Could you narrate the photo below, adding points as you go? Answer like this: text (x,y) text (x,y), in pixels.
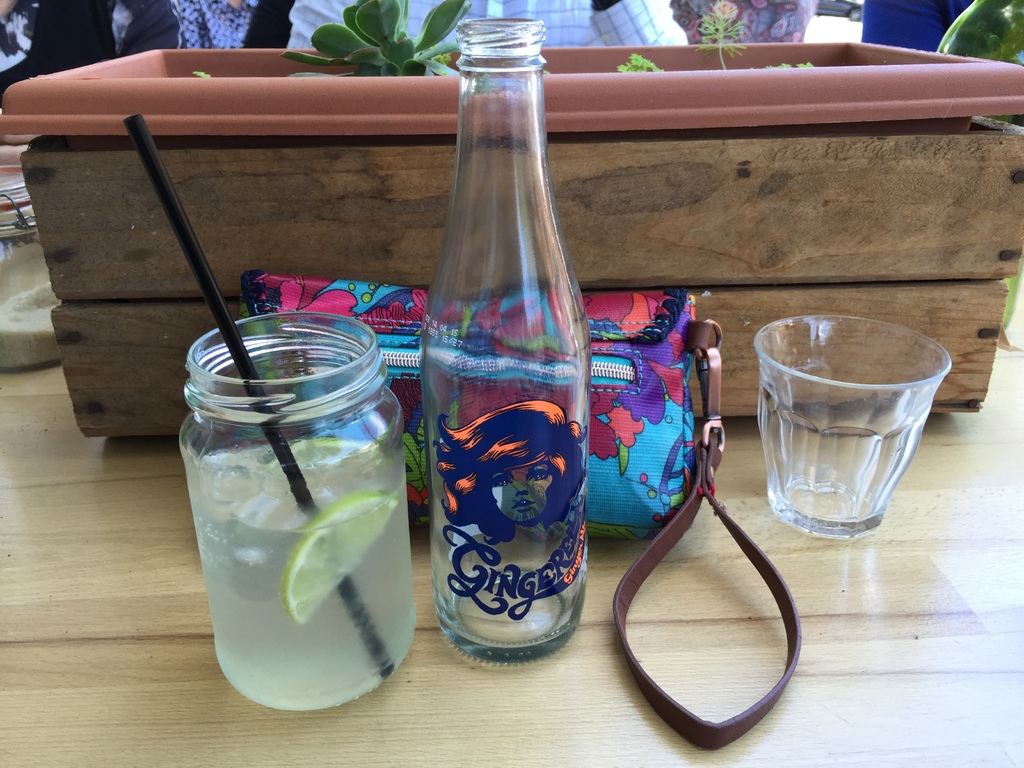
At the front side of image (416,580) there is a bottle (438,454) and a jar (356,346) having some drink (291,539) with lemon slice (335,525) and straw (354,622) in it and glass (893,475). Back to it there is a blue colour bag (672,483). There is a pot (440,100) having some plants (706,30) in it. At the top of the image (43,43) there are few persons (123,30) visible.
